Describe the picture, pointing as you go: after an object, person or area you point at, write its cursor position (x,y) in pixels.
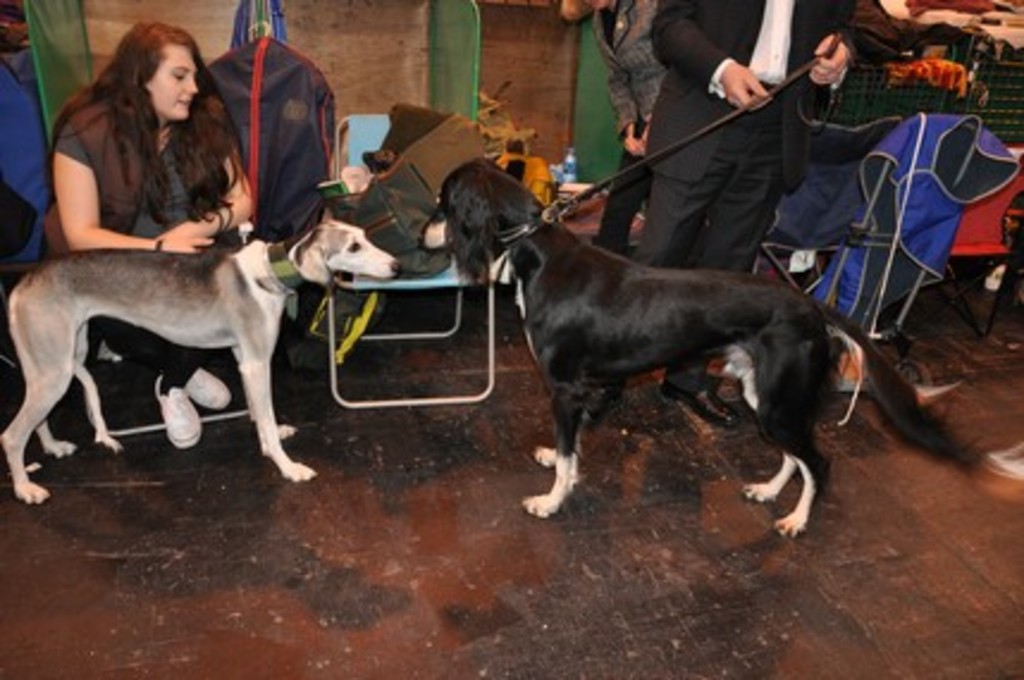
As we can see in the image there are few people (632,101) over here and two dogs (200,315) and in the middle (383,292) there is a chair (415,284).
